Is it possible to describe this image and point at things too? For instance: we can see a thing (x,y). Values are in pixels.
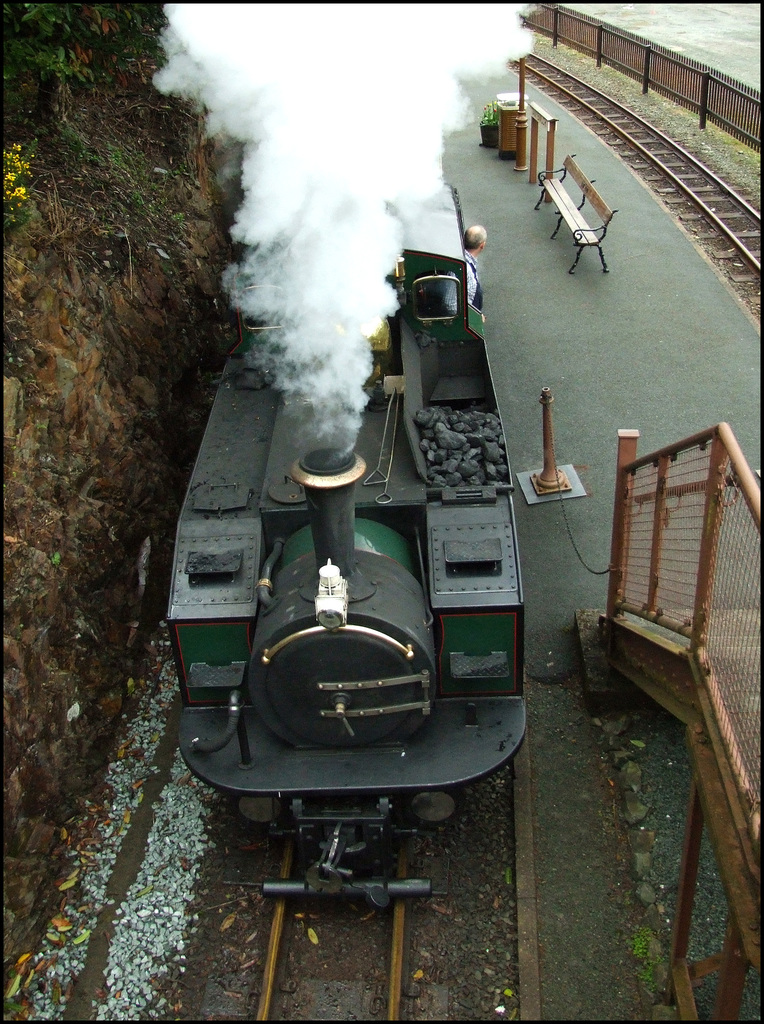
As we can see in the image there are stairs (729,622), train (437,489), smoke (316,104), bench (576,208) and railway track (655,164).
